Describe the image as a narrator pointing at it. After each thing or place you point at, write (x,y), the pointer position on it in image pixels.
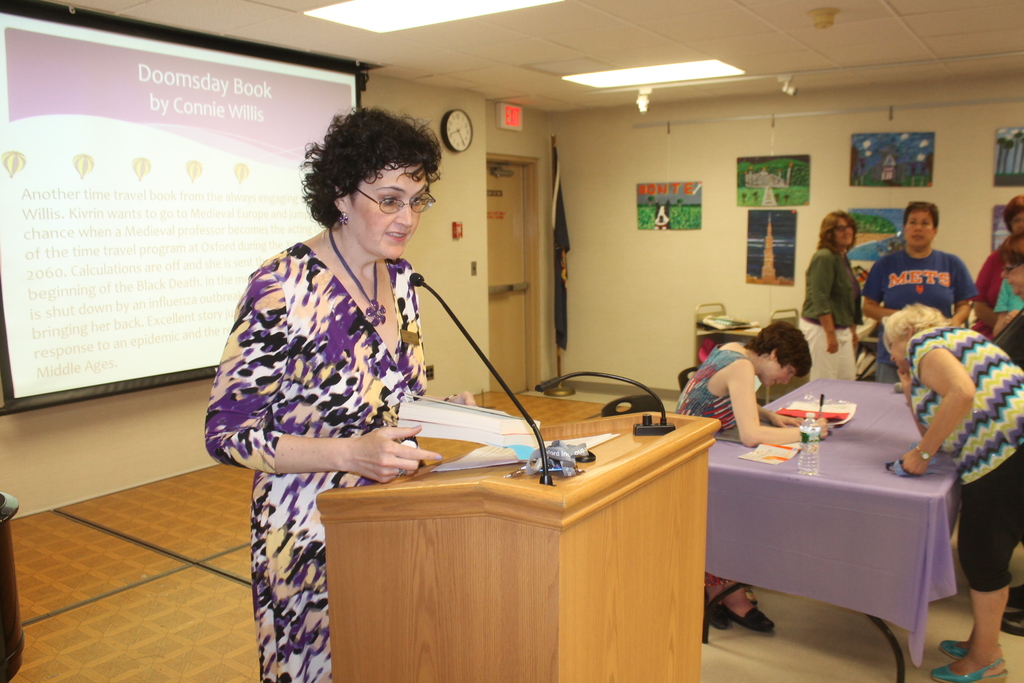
As we can see in the image there is a wall (565,169), door (487,217), clock (466,139), photo frames (771,195), screen (238,193), few people (309,295) here and there and there is a table (850,398). On table (847,437) there is a bottle (809,430) and papers (826,415).
